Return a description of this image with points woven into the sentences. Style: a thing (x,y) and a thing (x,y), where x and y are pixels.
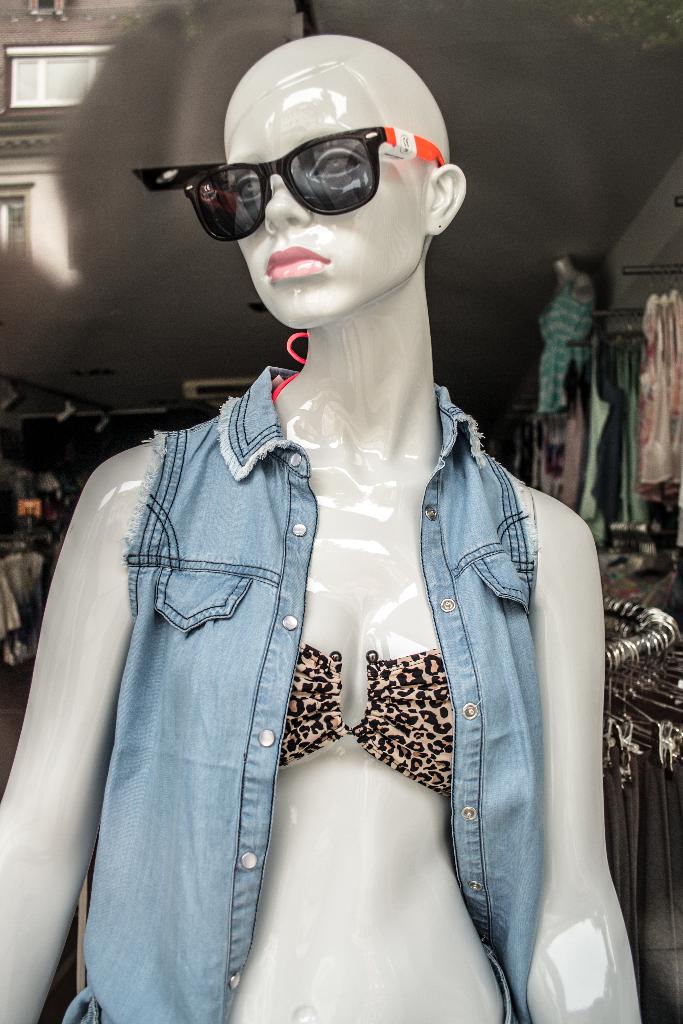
In the foreground of this image (200,658), there is a mannequin (312,699) and also a spectacles (337,180) to it. In the background (547,317), there are few clothes (607,377) hanging and the ceiling (551,80).
